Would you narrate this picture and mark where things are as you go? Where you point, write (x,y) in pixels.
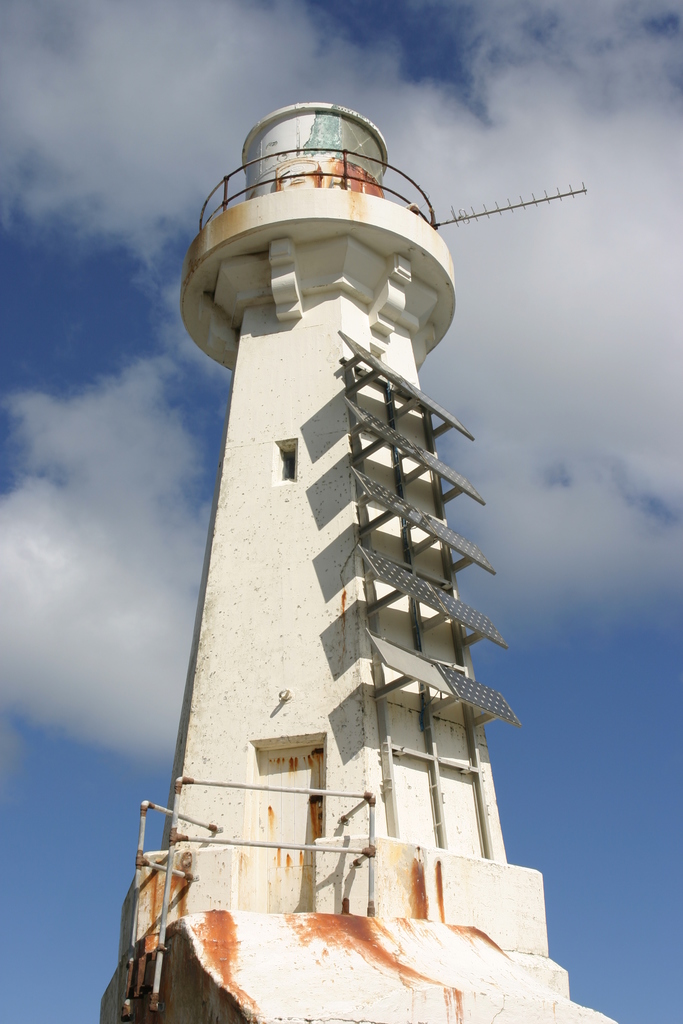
In this picture we can see a tower (342,789), there are solar panels (423,448) here, we can see an antenna (547,199) here, there is the sky (541,205) at the top of the picture (535,317).
